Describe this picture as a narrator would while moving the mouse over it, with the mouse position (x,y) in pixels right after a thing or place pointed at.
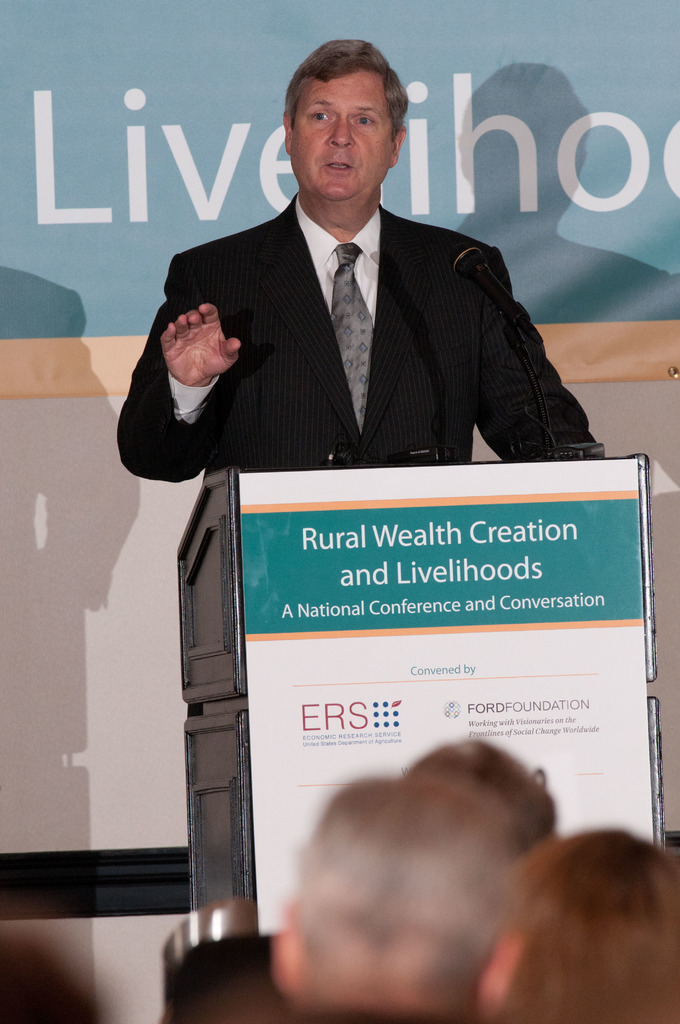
In this image, we can see a man (322,452) in suit (317,406) standing behind the podium (382,687). Here there is a banner (499,556) and microphone (545,427). Background (53,368) we can see wall (115,635) and banner (7,329). At the bottom of the image (399,983), we can see few human heads (367,951).
